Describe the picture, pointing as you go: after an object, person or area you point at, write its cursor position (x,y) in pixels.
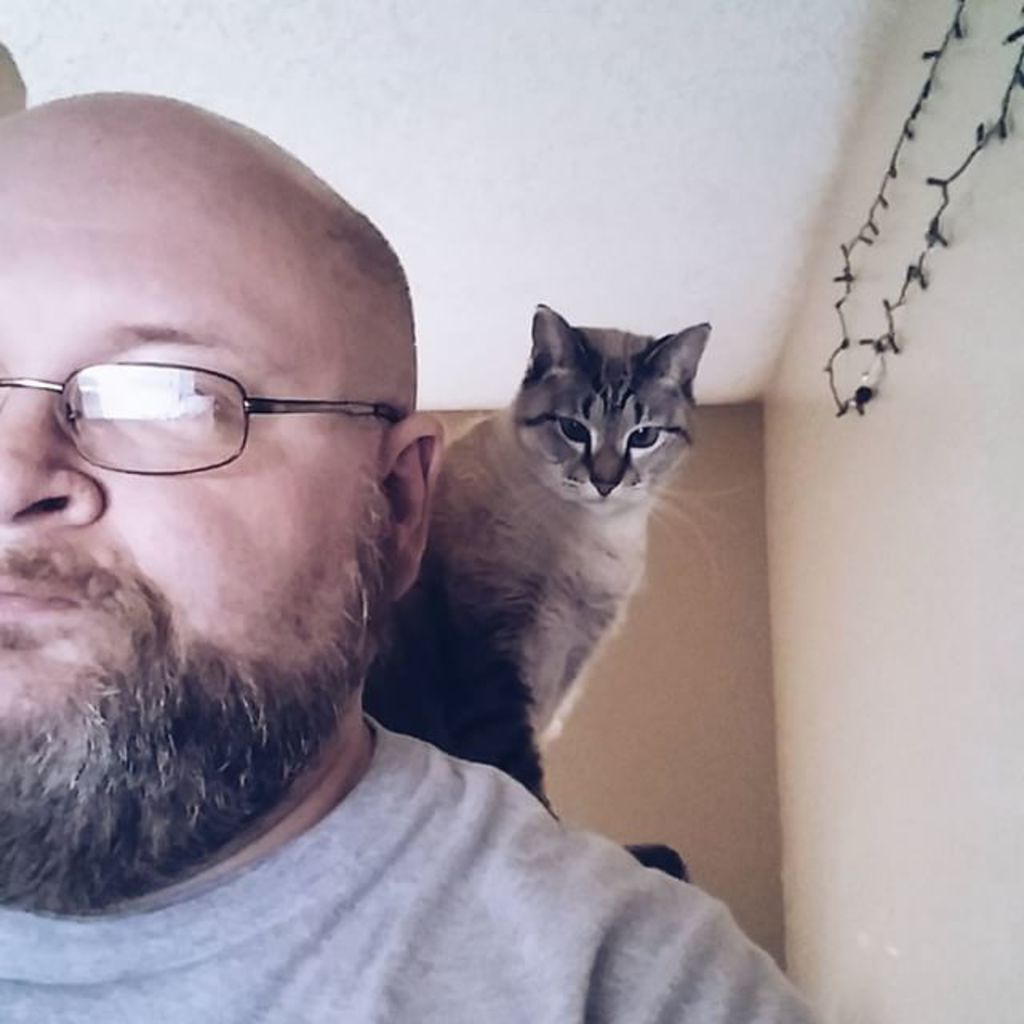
This image consists of a person (270,733). He has a beard (200,771). He is wearing a gray color T-shirt (547,940). There is a cat (491,575) on his shoulder (527,813).
